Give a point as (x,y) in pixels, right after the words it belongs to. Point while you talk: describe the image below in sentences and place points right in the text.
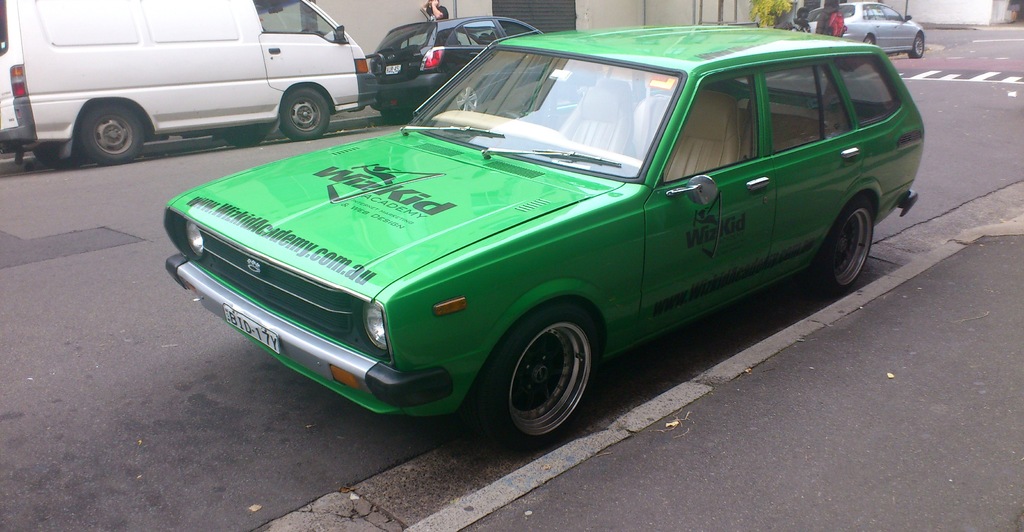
There are vehicles (291,248) on the road (262,401), this is a car (817,42).
